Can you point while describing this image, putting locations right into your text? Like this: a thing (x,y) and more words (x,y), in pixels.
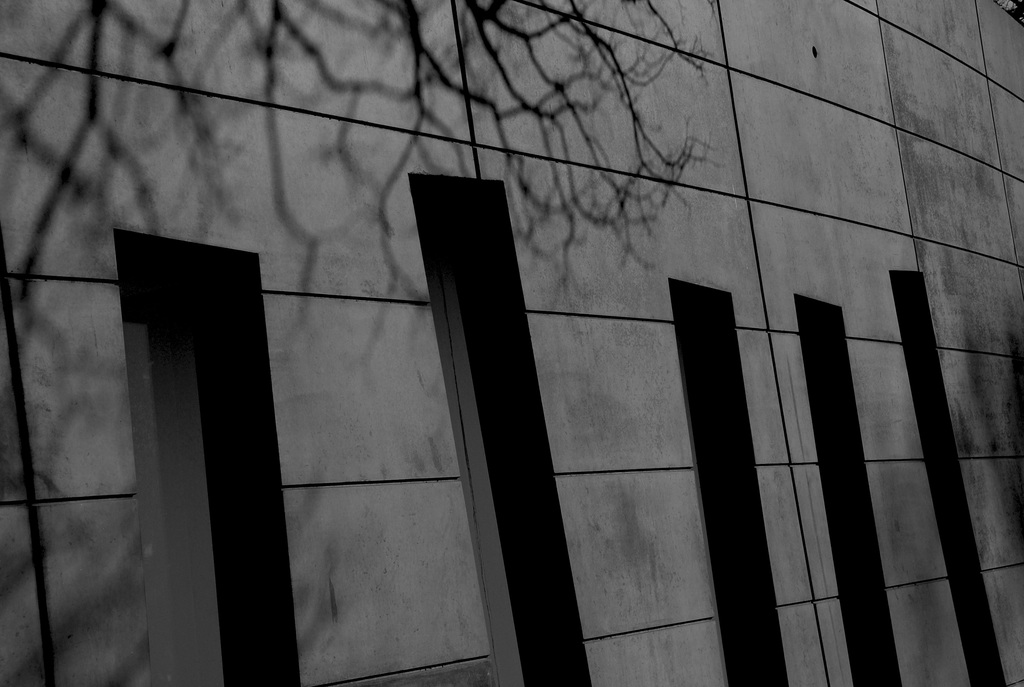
In this image, we can see a wall (56,229).
